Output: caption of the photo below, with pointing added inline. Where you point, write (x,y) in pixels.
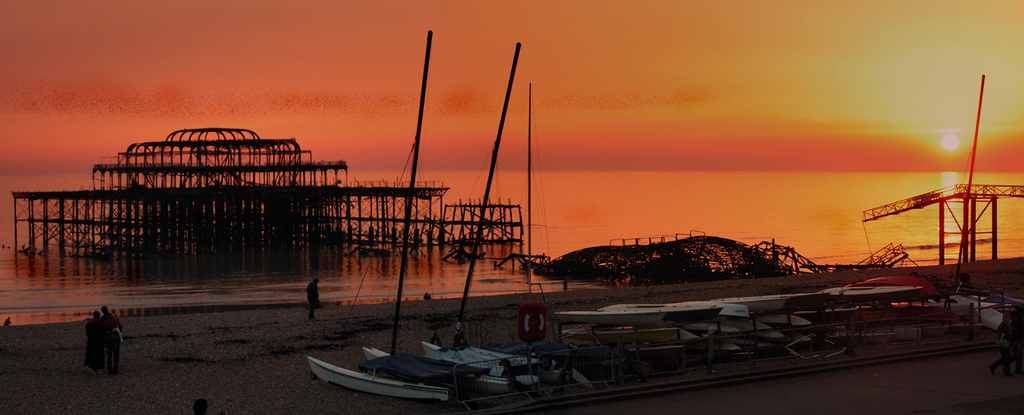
In the center of the image (638,270) we can see the sky (841,55), sun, water (852,188), boats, poles (529,270), few people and a few other objects (625,268).
